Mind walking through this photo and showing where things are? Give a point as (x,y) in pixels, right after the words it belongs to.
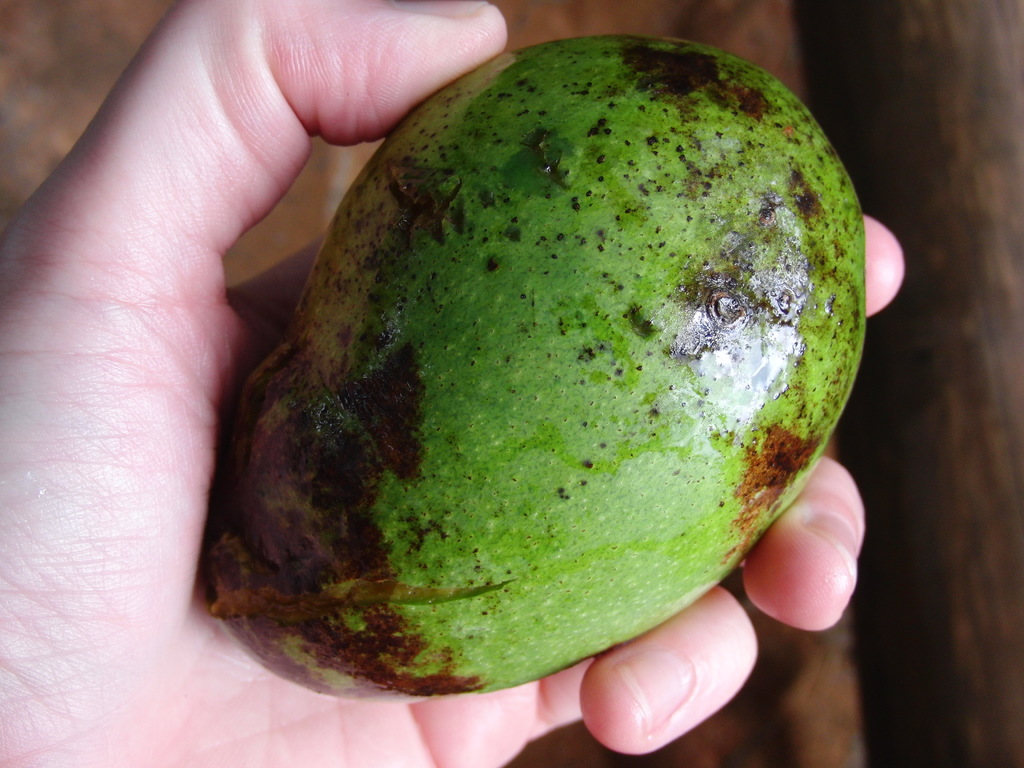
As we can see in the image, there is a person's hand (160,426) holding green color mango (543,479).
